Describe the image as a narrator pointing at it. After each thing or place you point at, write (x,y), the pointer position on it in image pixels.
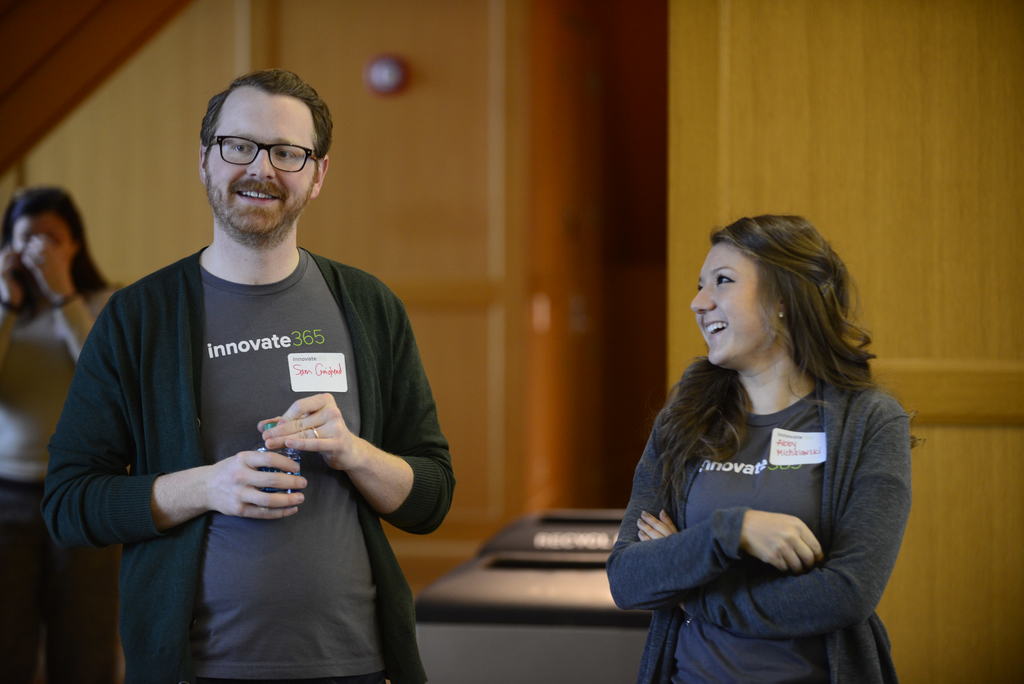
This is the man (319,391) and woman (782,482) standing and smiling. This looks like an object (566,641). I think this is the wooden wall (562,178). In the background (9,432), I can see another woman (19,409) standing.
